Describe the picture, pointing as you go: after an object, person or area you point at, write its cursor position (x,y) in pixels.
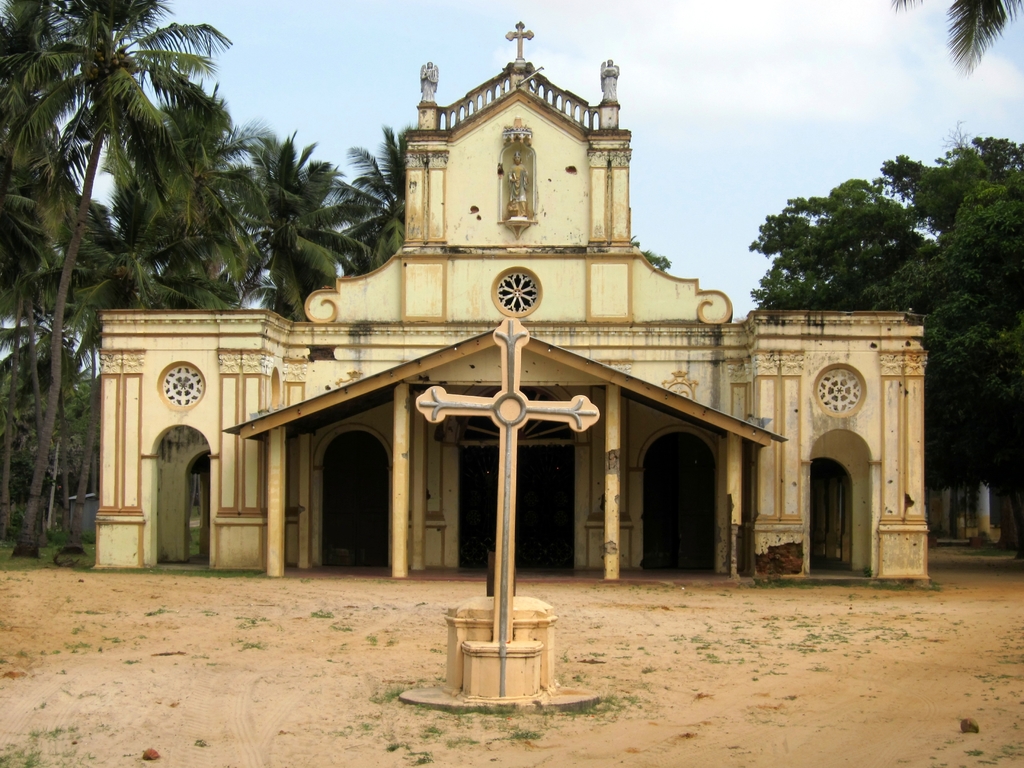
In the foreground of the image (515,497) we can see a cross (504,411) placed on the ground (564,716). In the center of the image (614,391) we can see a building (533,206) with some statues (522,172), arches (662,460), pillars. In the background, we can see a group of trees (281,212) and the sky (760,79).
